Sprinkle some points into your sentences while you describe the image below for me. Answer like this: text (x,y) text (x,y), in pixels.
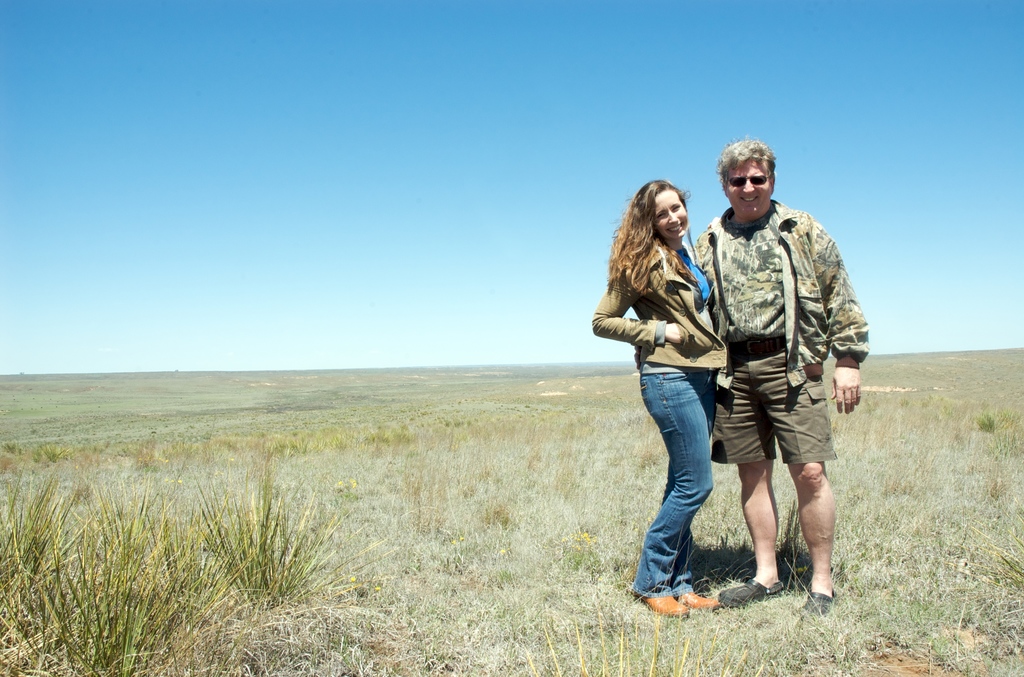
In this image, there are a few people (658,517). We can see the ground (404,525) with some grass (226,450) and plants (25,556). We can also see the sky (345,225).
